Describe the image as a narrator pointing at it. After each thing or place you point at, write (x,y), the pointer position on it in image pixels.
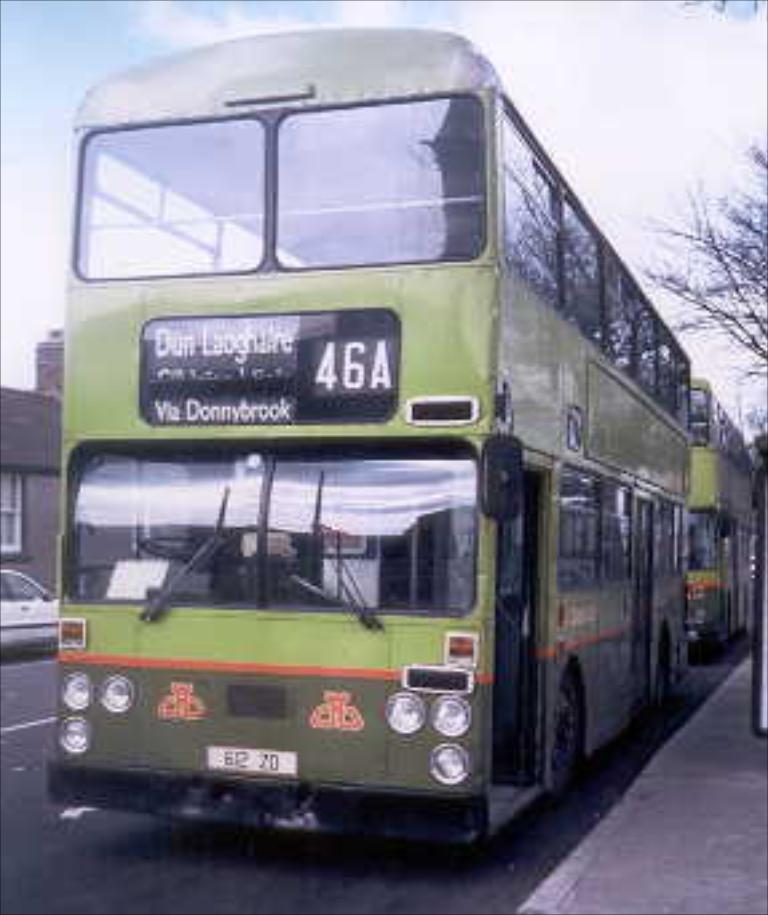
In this picture, we see a green color double decker bus (212,411) moving on the road (584,821). Beside that, we see a footpath (653,810). On the right side (736,250), we see a tree (708,228). On the left side (44,608), we see a white car (35,604) is moving on the road (12,661). Beside that, there are buildings (44,486). At the top of the picture (17,129), we see the sky (28,129).
